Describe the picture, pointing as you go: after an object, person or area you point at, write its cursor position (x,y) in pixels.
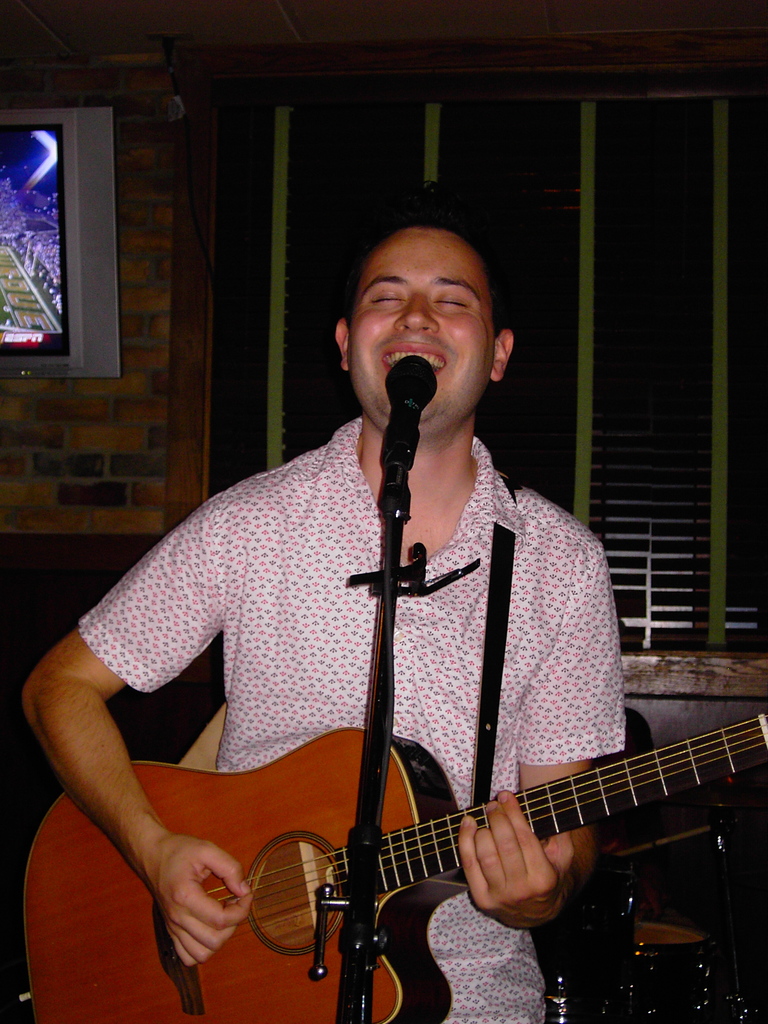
In this picture a man (369,366) is singing and playing guitar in front of microphone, in the background (726,830) we can see couple of musical instruments (713,826), a television (29,334) and a wall (43,382).
